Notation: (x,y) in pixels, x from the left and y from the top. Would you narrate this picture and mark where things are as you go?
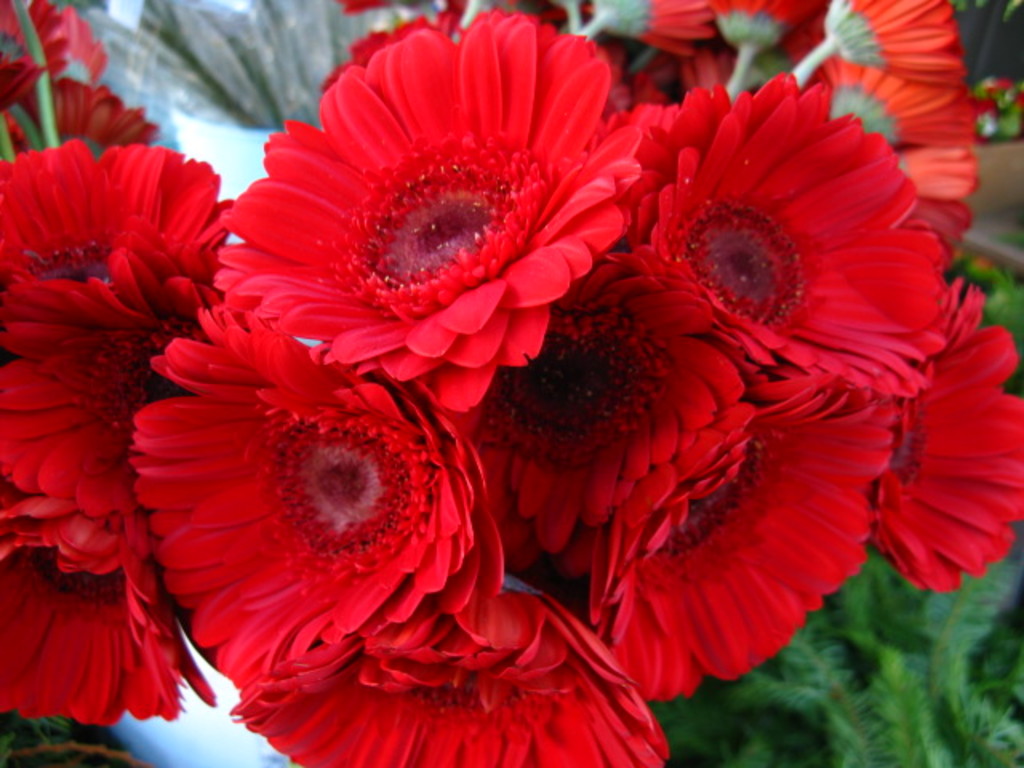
In this picture we can see red color flowers (643,586) and in the background (1012,626) we can see leaves (1012,626).
